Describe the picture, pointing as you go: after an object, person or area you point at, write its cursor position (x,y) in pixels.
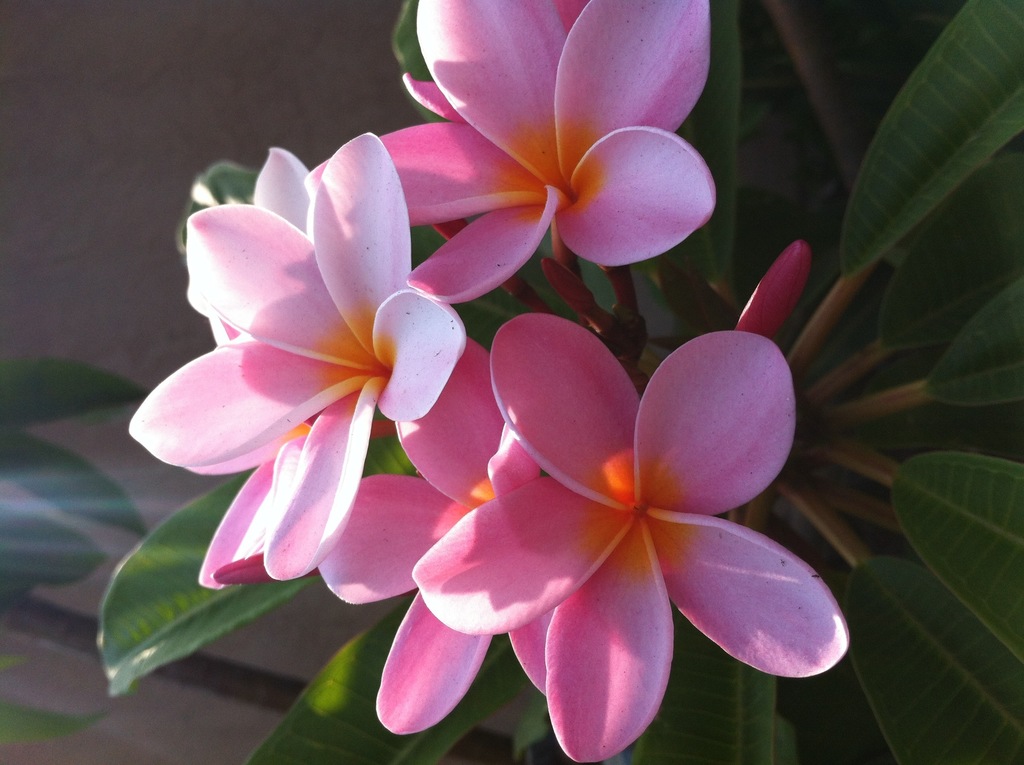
In this image we can see some flowers (646,209), plants (496,701), and a bud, the background (257,55) is blurred.
